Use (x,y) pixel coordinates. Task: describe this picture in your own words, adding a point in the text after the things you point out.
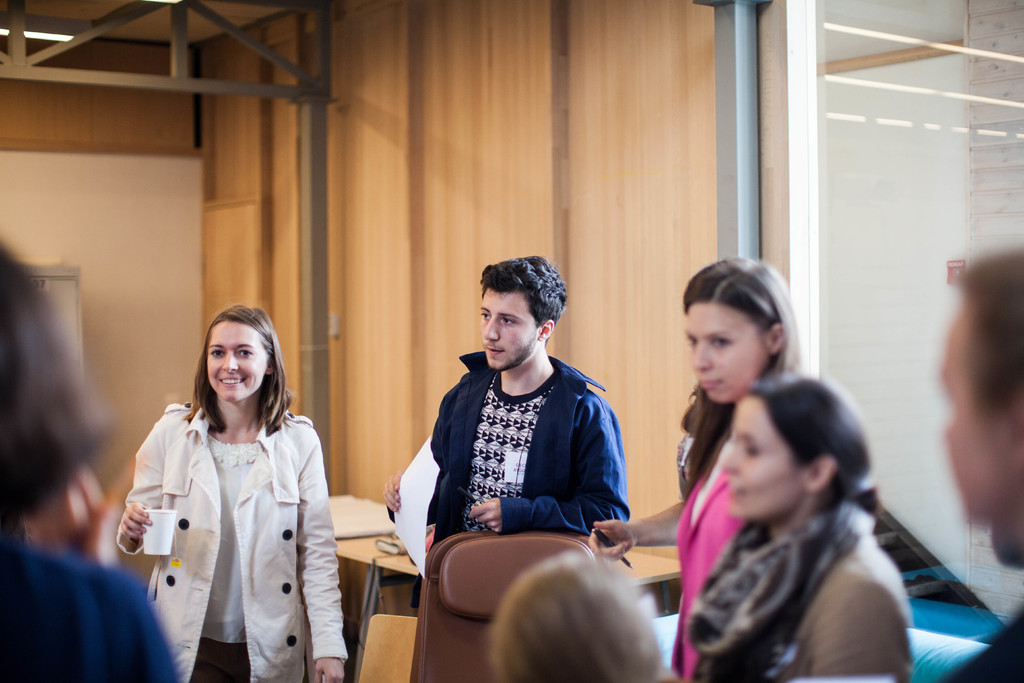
In this image there are people (745,506). Behind them there are tables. There are chairs (479,609). On the right side of the image (872,297) there is a glass door (903,418). In the background of the image (364,181) there is a wall (291,216). On top of the image (321,16) there is a light (63,34) and there are metal rods (270,57).
